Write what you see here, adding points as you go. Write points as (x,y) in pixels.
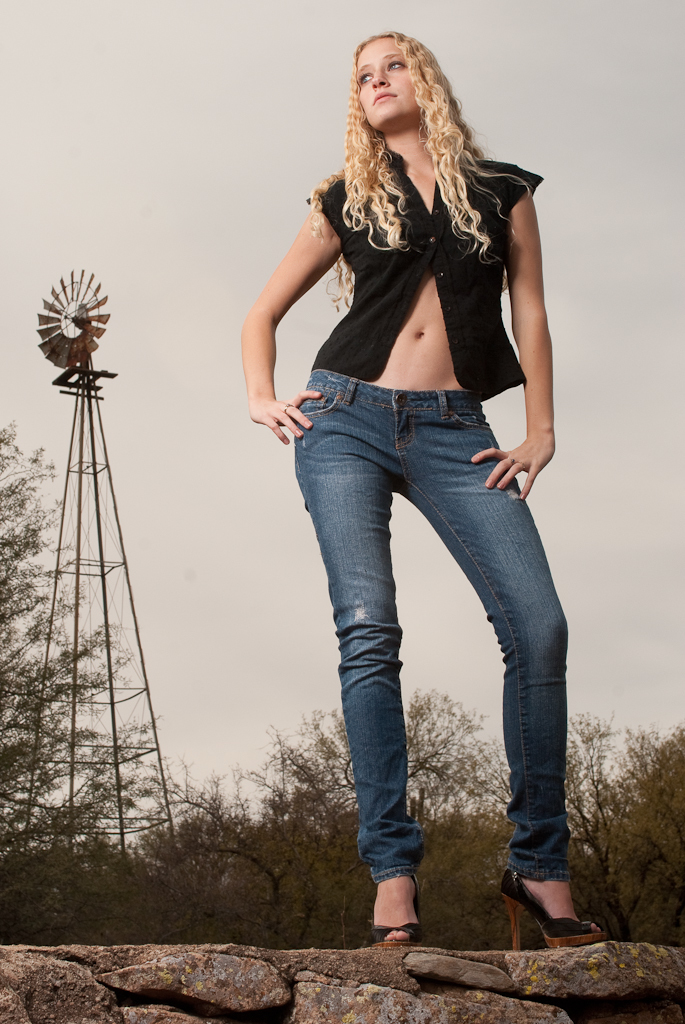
In this image, we can see a person (379,322) wearing clothes (479,395) and standing on the wall (397,993). There is a tower (81,488) on the left side of the image (99,488). There are some trees (216,812) at the bottom of the image (275,783). In the background of the image (626,382), there is a sky (228,195).
